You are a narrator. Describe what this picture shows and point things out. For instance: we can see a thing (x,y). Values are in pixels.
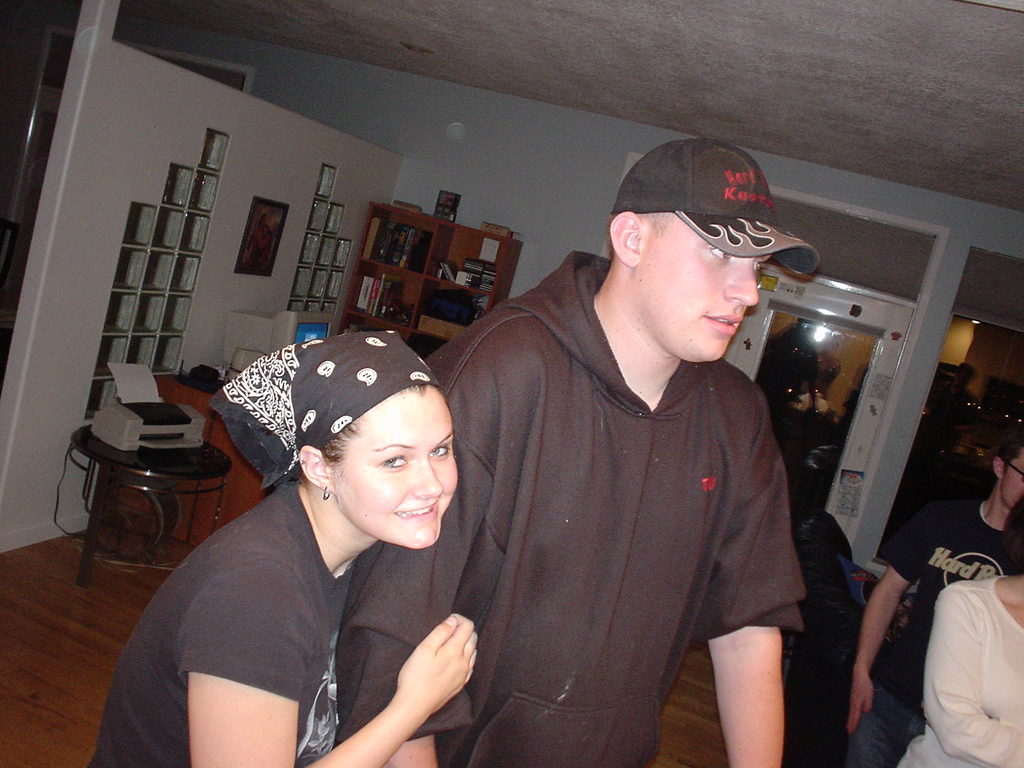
In the picture I can see a woman (264,711) wearing black color T-shirt (272,662) and scarf (333,362) on her head (422,490) is smiling and holding a man (714,658) who is wearing black color sweater (550,582) and cap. In the background (991,614), I can see a few more people (966,527) standing on the wooden floor (72,610). Here on the left side of the image (299,326) I can see a printer (111,421) placed on the table (187,470), I can see a computer (259,348) and few more objects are also placed on the table (200,394), I can see the photo frame (261,251) on the wall (237,285), I can see some objects (458,318) are placed in the wooden cupboard (462,252) and in the background (802,401), I can see the door (772,402).
